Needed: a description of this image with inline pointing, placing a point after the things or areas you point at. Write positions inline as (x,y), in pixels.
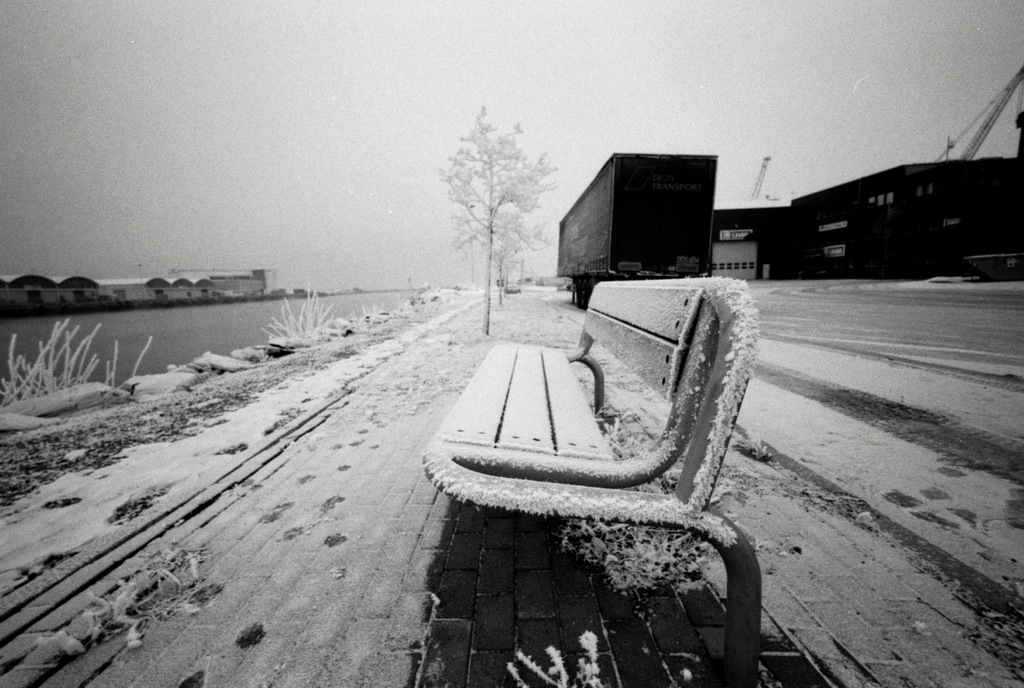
In this image there is a bench (657,350), trees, containers (577,254), water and houses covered with the snow (215,388), and in the background (304,124) there is sky (455,93).
